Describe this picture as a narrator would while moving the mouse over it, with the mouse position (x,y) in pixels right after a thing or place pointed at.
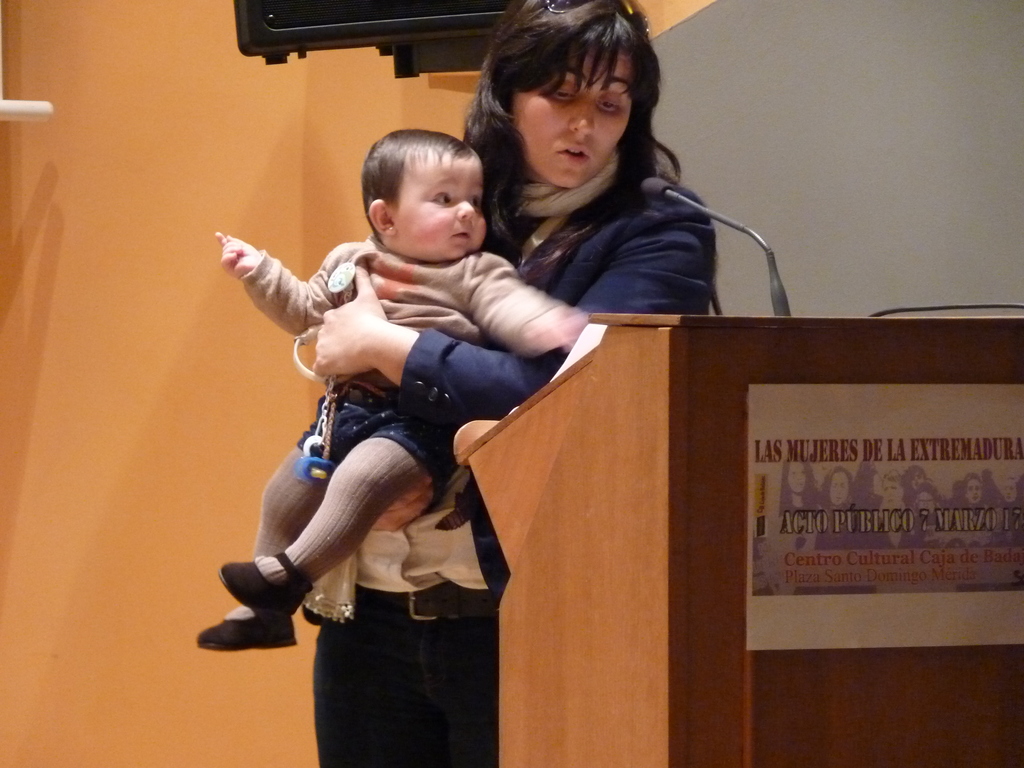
In this image there is a person (601,176) holding the baby (407,268). In front of her there is a dais (733,425). On top of it there is a mike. In the background of the image (254,202) there is a wall (60,298). In the top of the image (430,19) there is a black color object (358,41).
